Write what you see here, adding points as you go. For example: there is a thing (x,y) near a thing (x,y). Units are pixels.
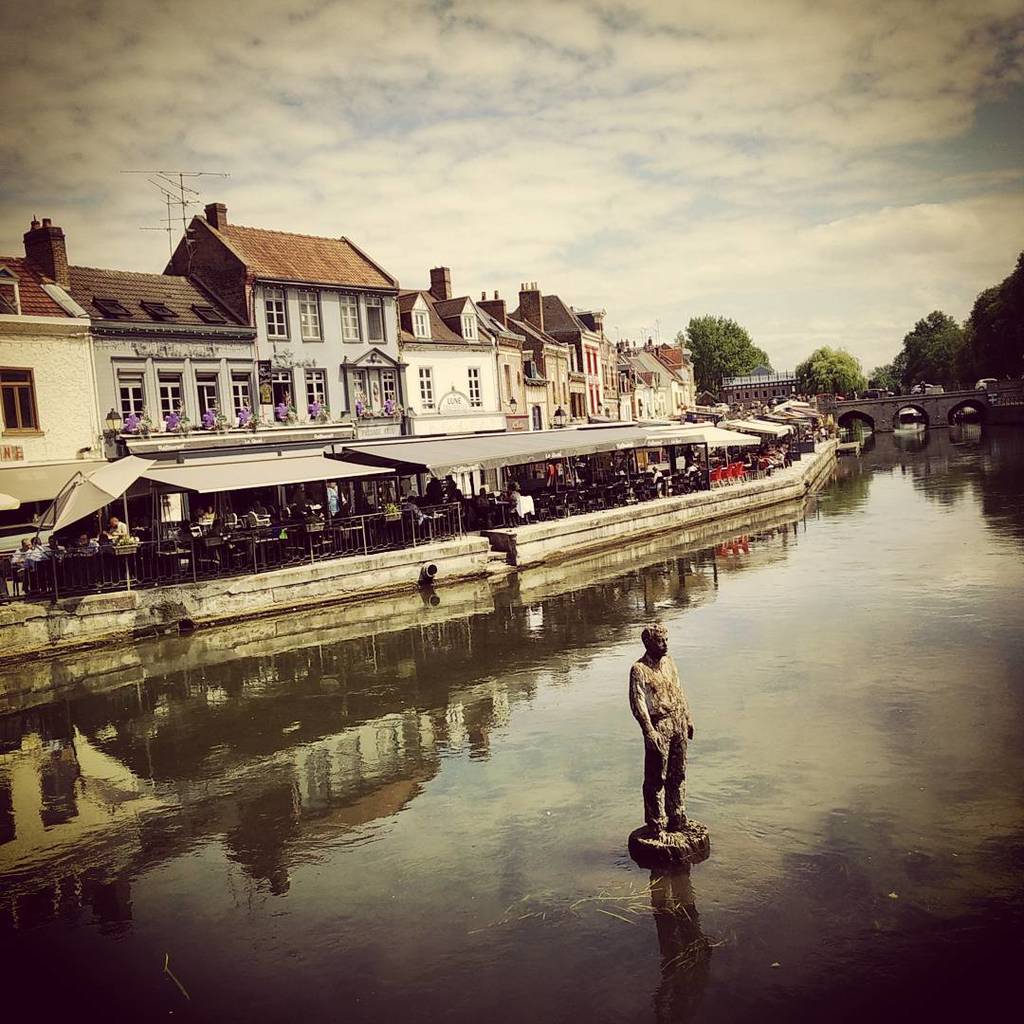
In this image, we can see some buildings (371,291) and trees (948,361). There is a canal (732,661) in the middle of the image (594,646). There is a bridge (936,404) on the right side of the image (960,406). There is a statue (656,696) in the water (688,892). There is a sky (428,72) at the top of the image (572,97).
